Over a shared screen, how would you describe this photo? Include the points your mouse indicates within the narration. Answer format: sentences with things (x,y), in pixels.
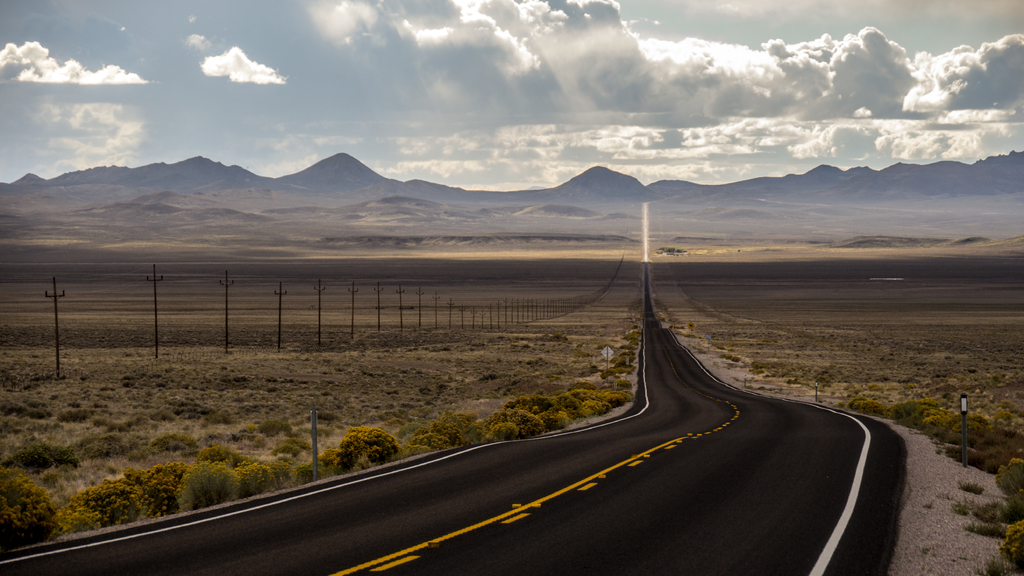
In this image there is a road (633,488). On the left (279,401) and right side of the road (753,404) there are plants (899,412) and grass (874,382) and on the left side of the image (319,297) there are a few poles (475,313). In the background (514,215) there are mountains (416,202) and a sky (279,71).
